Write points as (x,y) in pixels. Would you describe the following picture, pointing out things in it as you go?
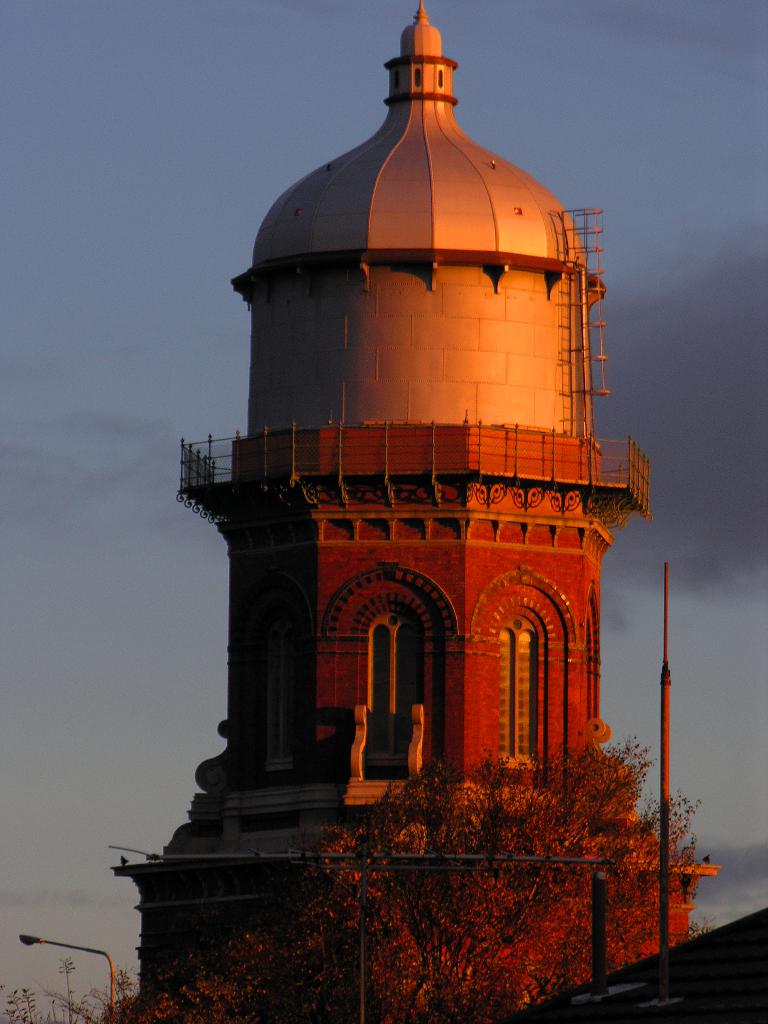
Here I can see a construction (243,813) which looks like a minar (383,691). At the bottom of the image (402,930) there is a tree (578,971). In the background (118,169), I can see the sky (83,441).
